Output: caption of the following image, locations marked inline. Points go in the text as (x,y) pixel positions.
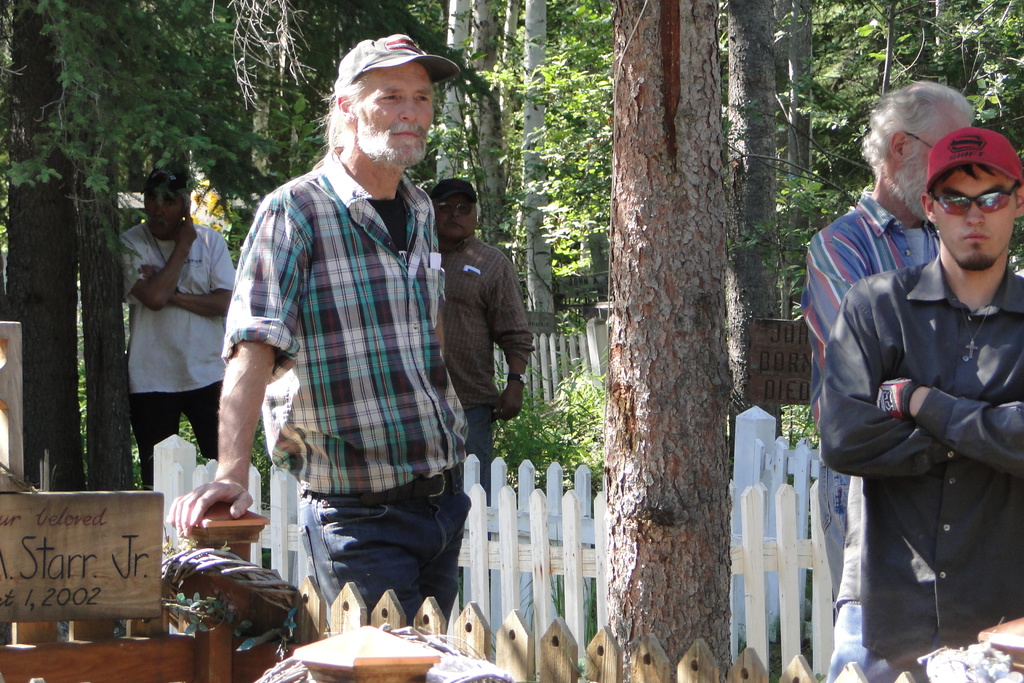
In this image we can see a few people (410,352) standing on the ground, there are some trees (706,64), wooden fence (232,524) and the boards (43,528) with text (86,562) on it.
